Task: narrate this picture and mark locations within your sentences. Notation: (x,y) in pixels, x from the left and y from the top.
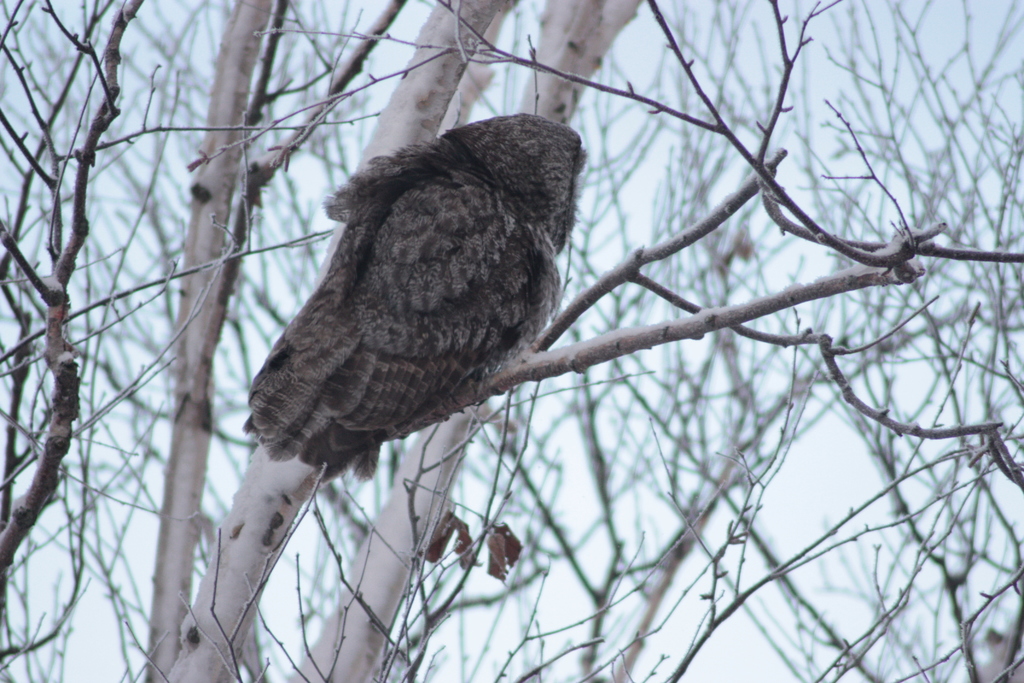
In this image we can see there is a bird (472,263) on the dry tree (550,369).
